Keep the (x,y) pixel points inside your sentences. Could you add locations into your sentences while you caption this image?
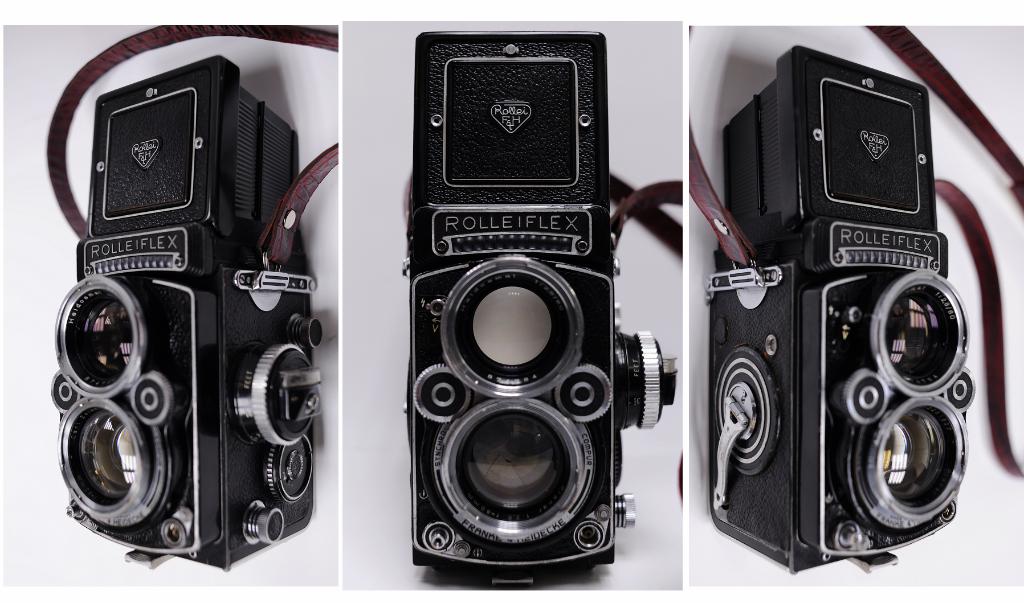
In this image I can see three objects (610,328) and a white color background (374,369). This image is taken may be in a hall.
